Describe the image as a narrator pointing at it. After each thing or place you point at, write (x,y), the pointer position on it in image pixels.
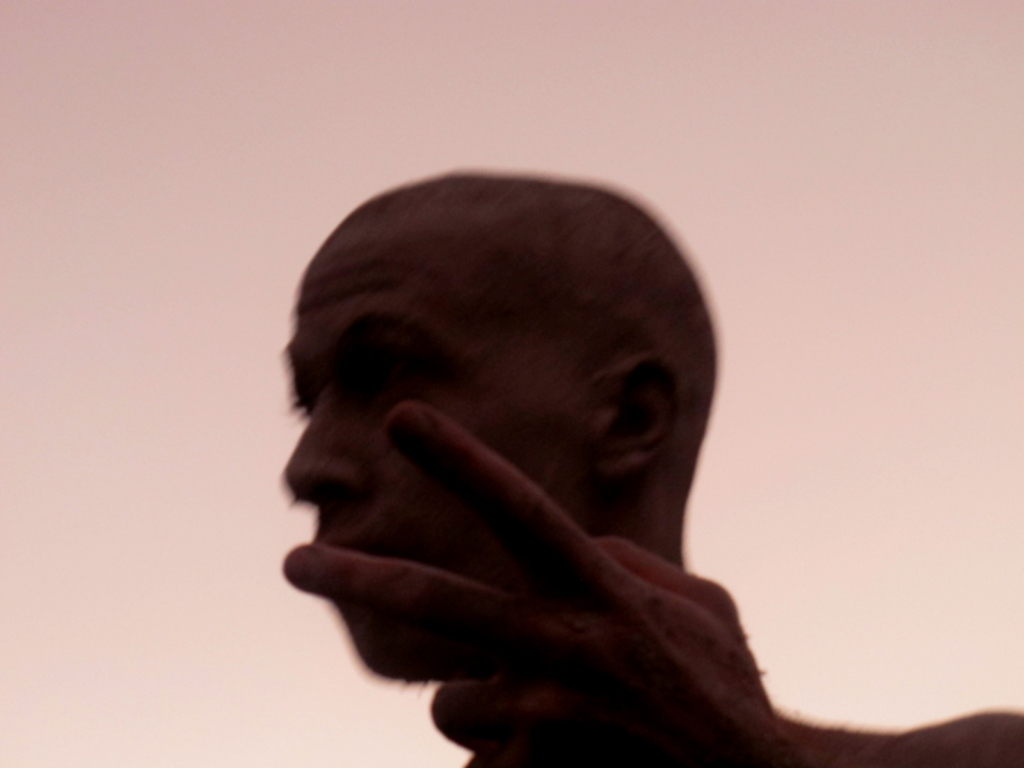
In this image I can see a person (480,328) and the pink and cream colored background (145,465).
